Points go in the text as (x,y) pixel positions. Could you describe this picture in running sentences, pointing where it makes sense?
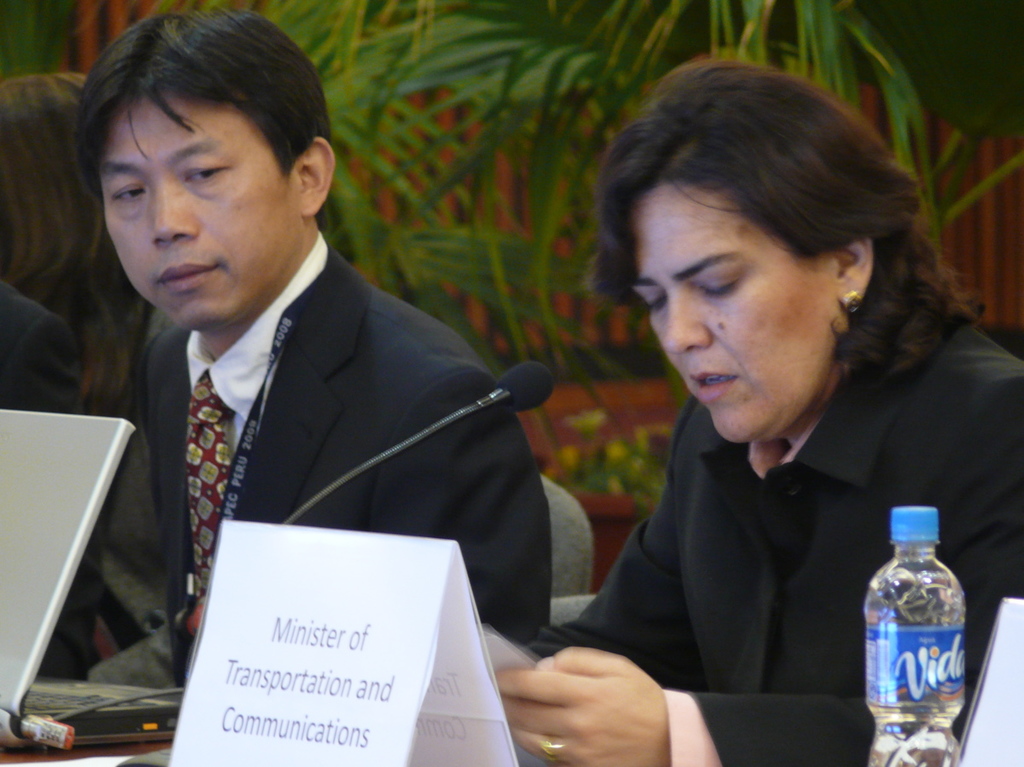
In this image two persons (488,474) sitting at the desk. On the desk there is a laptop (100,725), mic (363,470), board (330,669) and water bottle (883,709). In the background (828,69) there is a wall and plants (497,122).
